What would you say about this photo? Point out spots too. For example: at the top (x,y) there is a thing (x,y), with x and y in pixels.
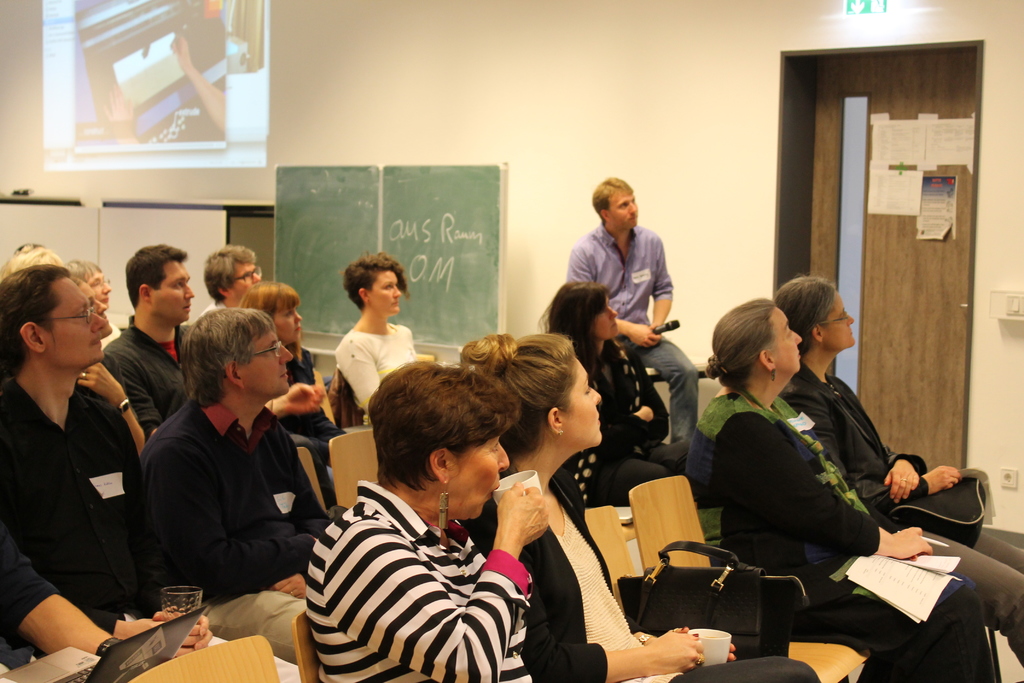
In this image we can see persons (457,567) sitting on the chairs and some of them are holding coffee mugs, bags (754,595) and stationery (889,586) in their hands (920,552). In the background (270,192) we can see projector display (201,146), board (385,216), walls (658,171), papers (921,206) pasted on the door (876,114), sign board (852,0), electric switch (1010,306), mic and a laptop (75,660).
